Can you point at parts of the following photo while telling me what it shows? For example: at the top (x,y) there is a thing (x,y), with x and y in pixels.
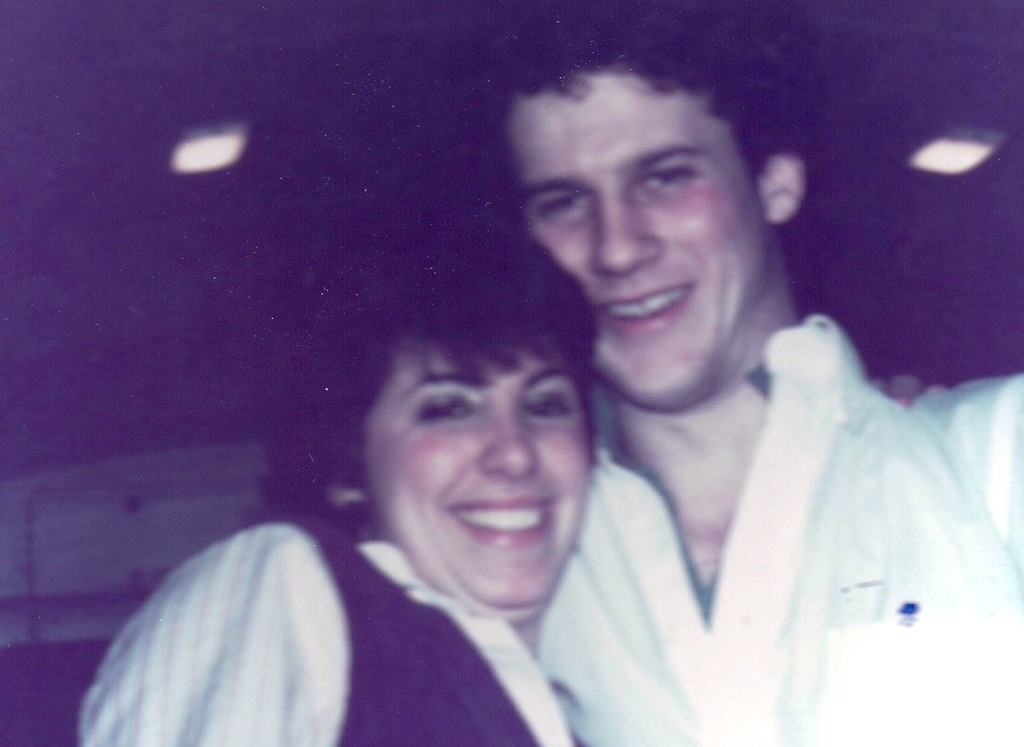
This picture is slightly blurred, where I can see a woman (428,614) and a man (704,596) wearing white color dresses (780,675) are standing here and smiling. The background of the image is dark where we can see ceiling lights (990,155).
